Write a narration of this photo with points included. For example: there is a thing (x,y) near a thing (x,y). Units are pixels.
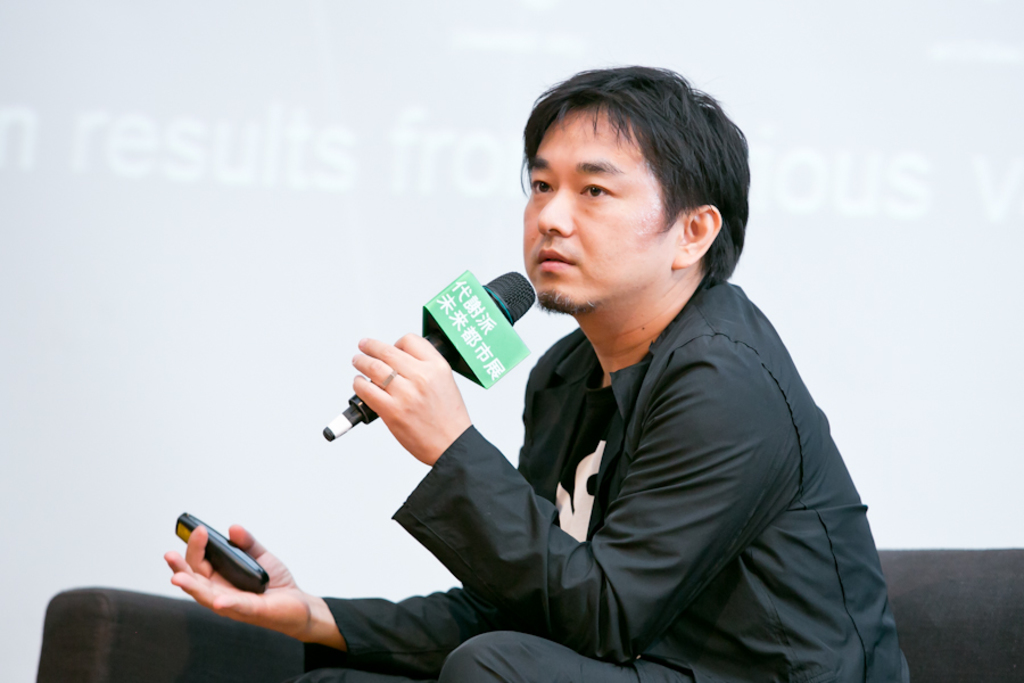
In this image there is a man (533,430) sitting in the sofa (988,574) by holding the mic (432,337) with one hand (424,419) and a remote (220,540) with another hand (195,554). In the background (224,111) there is a screen (281,171).
